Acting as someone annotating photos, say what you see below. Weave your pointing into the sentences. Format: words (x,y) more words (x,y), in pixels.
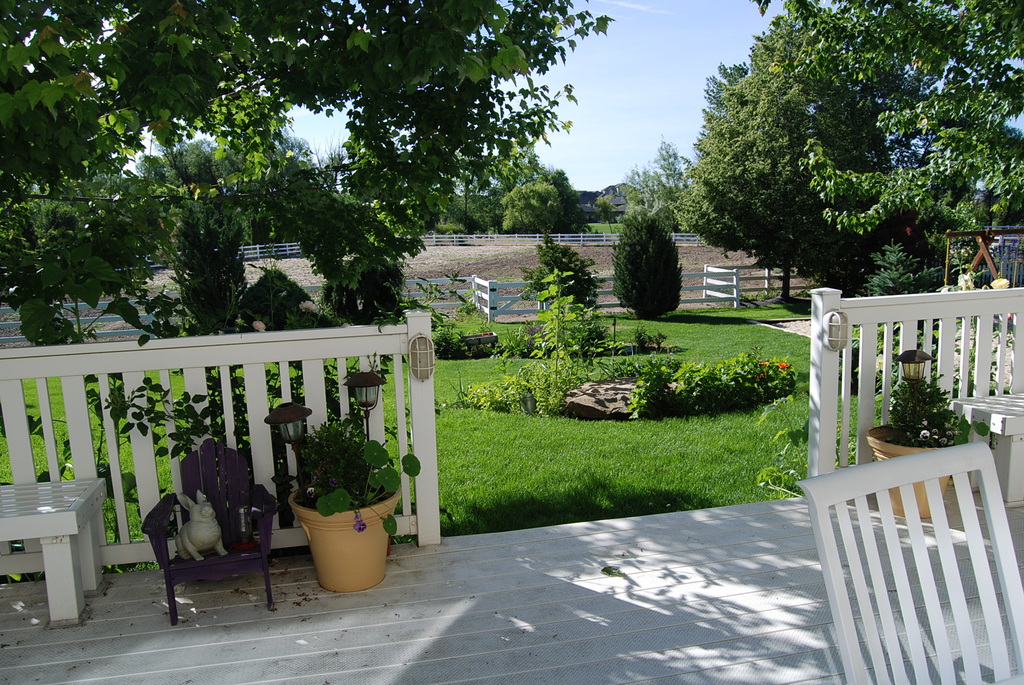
In the image we can see some trees (77,159) and sky (629,54). In the center (592,445) we can see grass (585,438) and plants (551,321), which was surrounded by fence (903,312). And in the front (527,637) bottom we can see deck (625,621), and in the right side (867,637) corner we can see the chair (909,608). And on the left side (53,518) we can see table (59,509), beside table (73,513) there is a chair (211,561), on chair (225,492) there is a doll (215,546), And side of chair (262,506) there is a plant pot (371,515).
